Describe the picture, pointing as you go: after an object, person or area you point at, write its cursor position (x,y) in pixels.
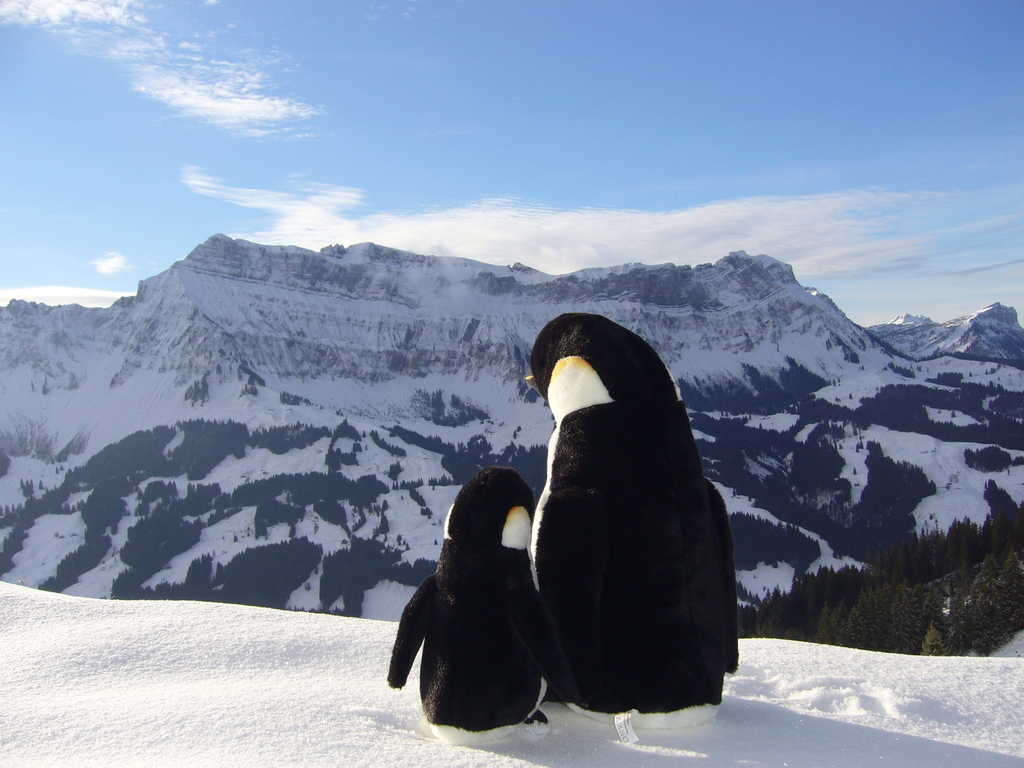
In this image there are two penguins (444,609) standing on the ground (278,719). There is snow (376,714) on the ground (252,706). In front of them there are trees (940,576) and mountains (338,318). There is snow (325,316) on the mountains (353,313). At the top (397,92) there is the sky (397,92).
